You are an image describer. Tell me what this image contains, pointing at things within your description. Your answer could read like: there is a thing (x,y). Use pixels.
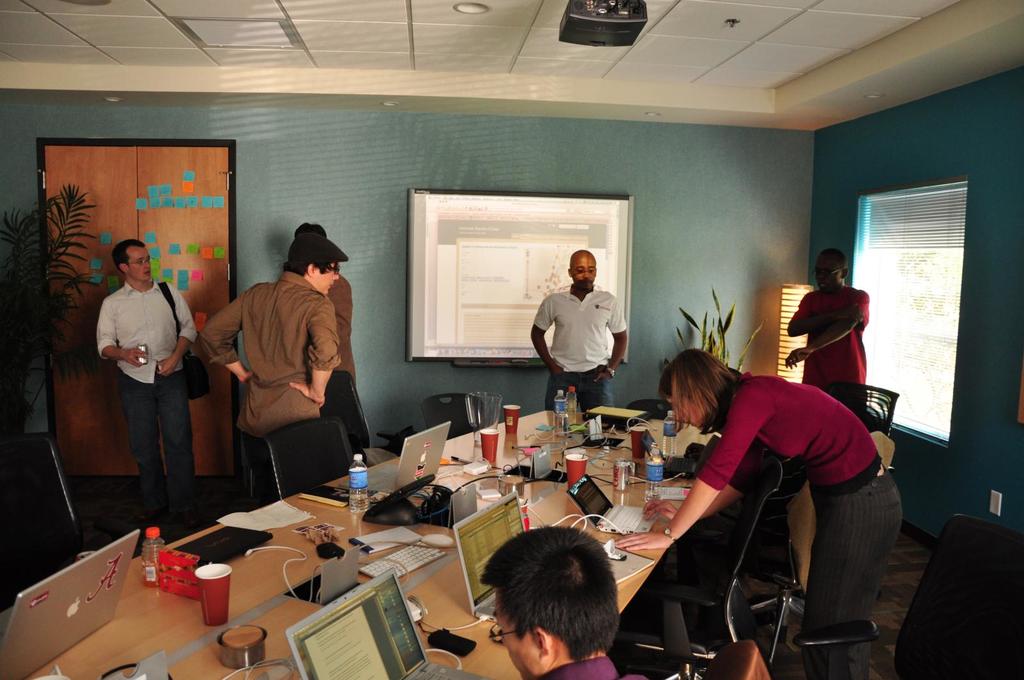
There are group of people (554,348) in the room (620,521) at the right side (799,385) woman (784,415) is standing and looking at the laptop (629,513) which is kept on the table (620,588). In the bottom right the person (560,645) is looking at the laptop (387,646), on the left side (300,330) persons (309,318) are standing and on the table (369,559) laptop (407,476), glasses (485,449) and a bottle (361,484) is seen. On the roof (635,66) there is a projector (614,15) in the background (704,224) there is a wall (654,201) with a window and a door (173,192) and a house plant (23,376) kept in the room (36,375).
